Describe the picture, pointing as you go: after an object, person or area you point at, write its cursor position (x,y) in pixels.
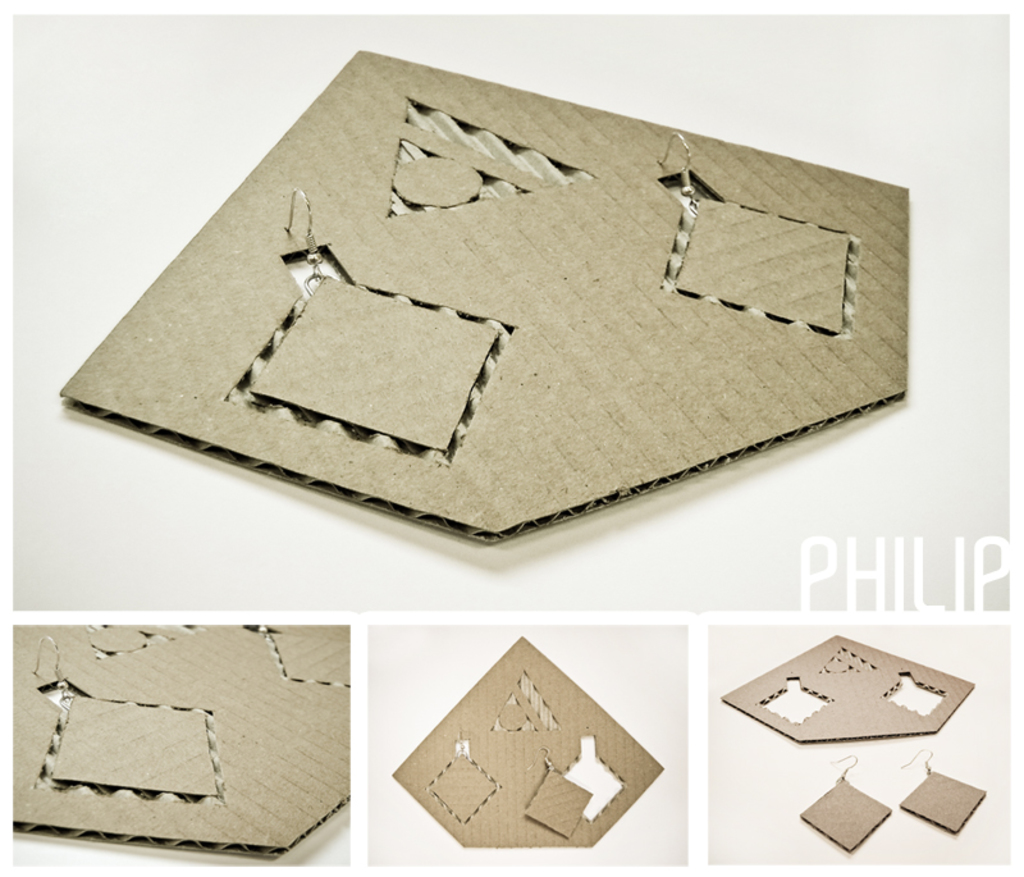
A collage picture of a cardboard craft (917,719). Right side of the image (855,578) we can see a watermark (962,562). Background (854,29) it is in white color.
